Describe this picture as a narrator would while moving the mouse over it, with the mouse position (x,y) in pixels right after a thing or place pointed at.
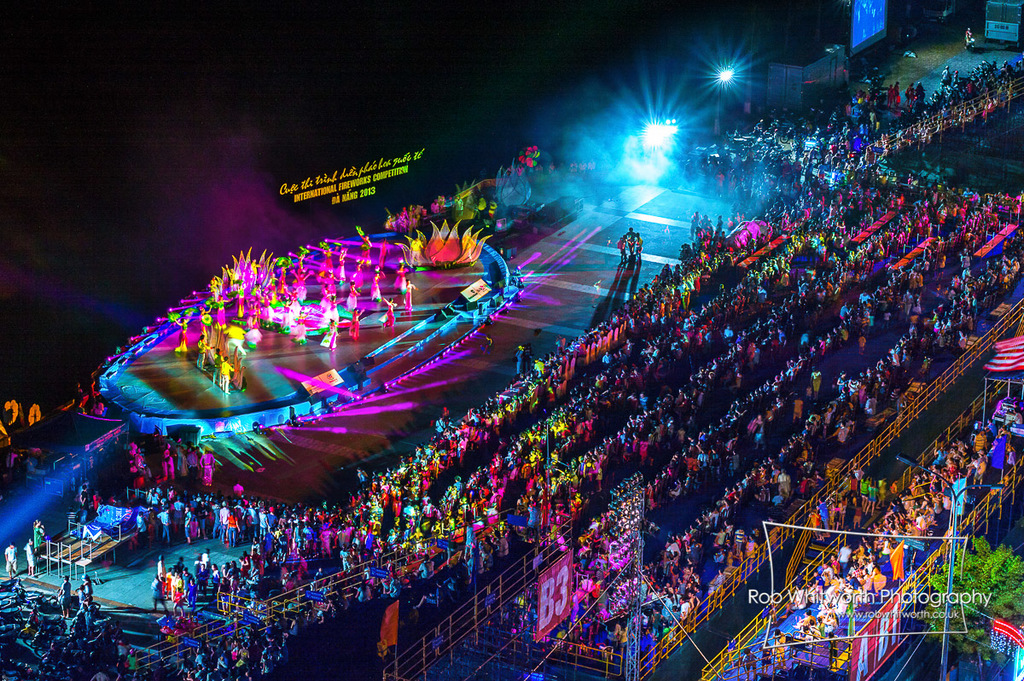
In this image there are few persons (407,298) dancing on the stage (333,348). There are few flower structure s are on it. Few persons (840,329) are standing behind the fence (886,429). Few persons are on the stands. Top of image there are few lights (728,77). Few vehicles (1000,43) are on the road (950,44). Few persons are standing on the land (598,259).
